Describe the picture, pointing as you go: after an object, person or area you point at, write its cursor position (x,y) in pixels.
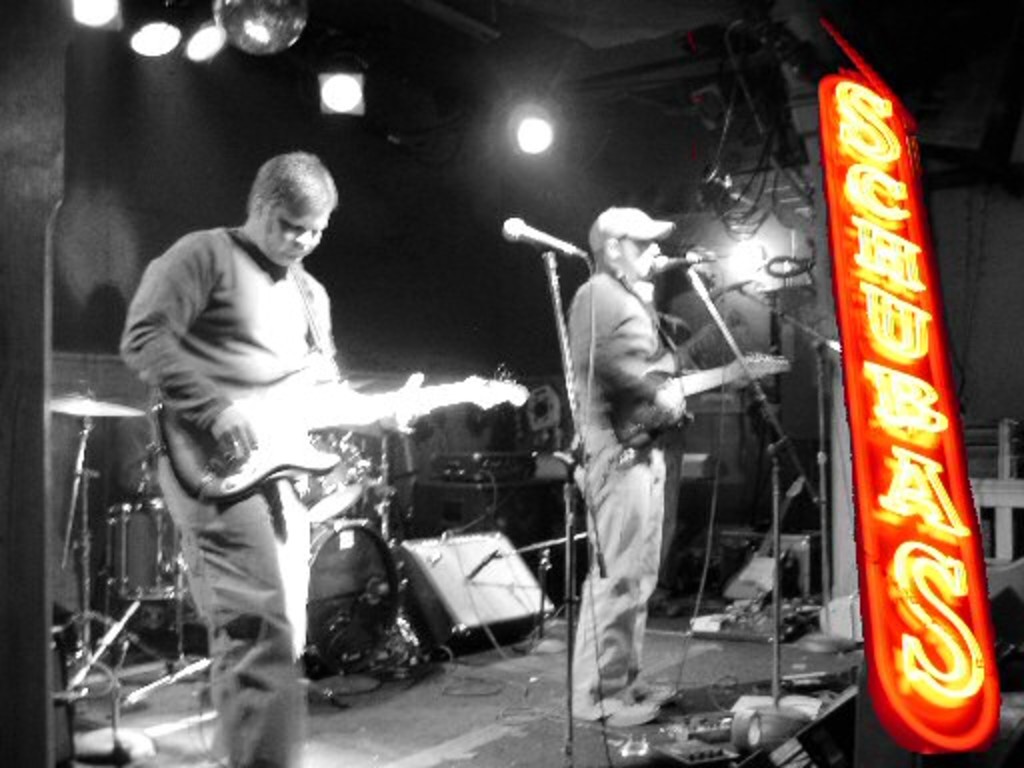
There are two men (188,405) standing and holding guitars (523,401) and we can see microphones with stands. We can see musical instruments (362,541), cables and some objects (467,586) and we can see lights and board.
